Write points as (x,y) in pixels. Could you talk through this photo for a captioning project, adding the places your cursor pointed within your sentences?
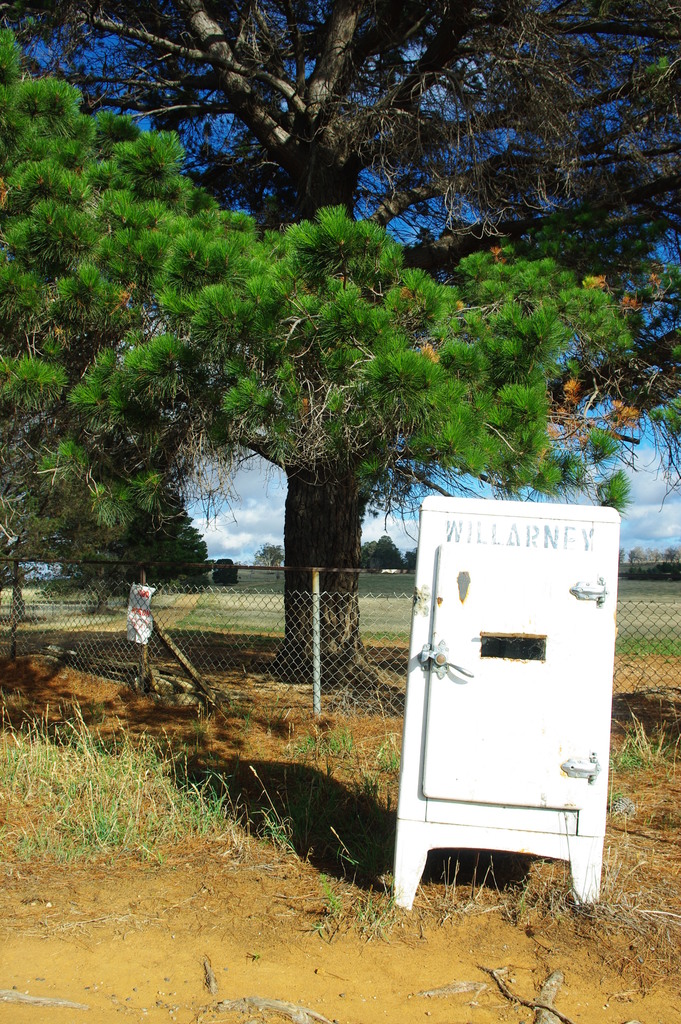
In this image we can see many trees (291,265). There is a cloudy sky (225,517) in the image. There is a grassy land (170,612) in the image. There is a fencing (163,617) and a paper (146,626) on it. There is an object (496,754) in the image.
